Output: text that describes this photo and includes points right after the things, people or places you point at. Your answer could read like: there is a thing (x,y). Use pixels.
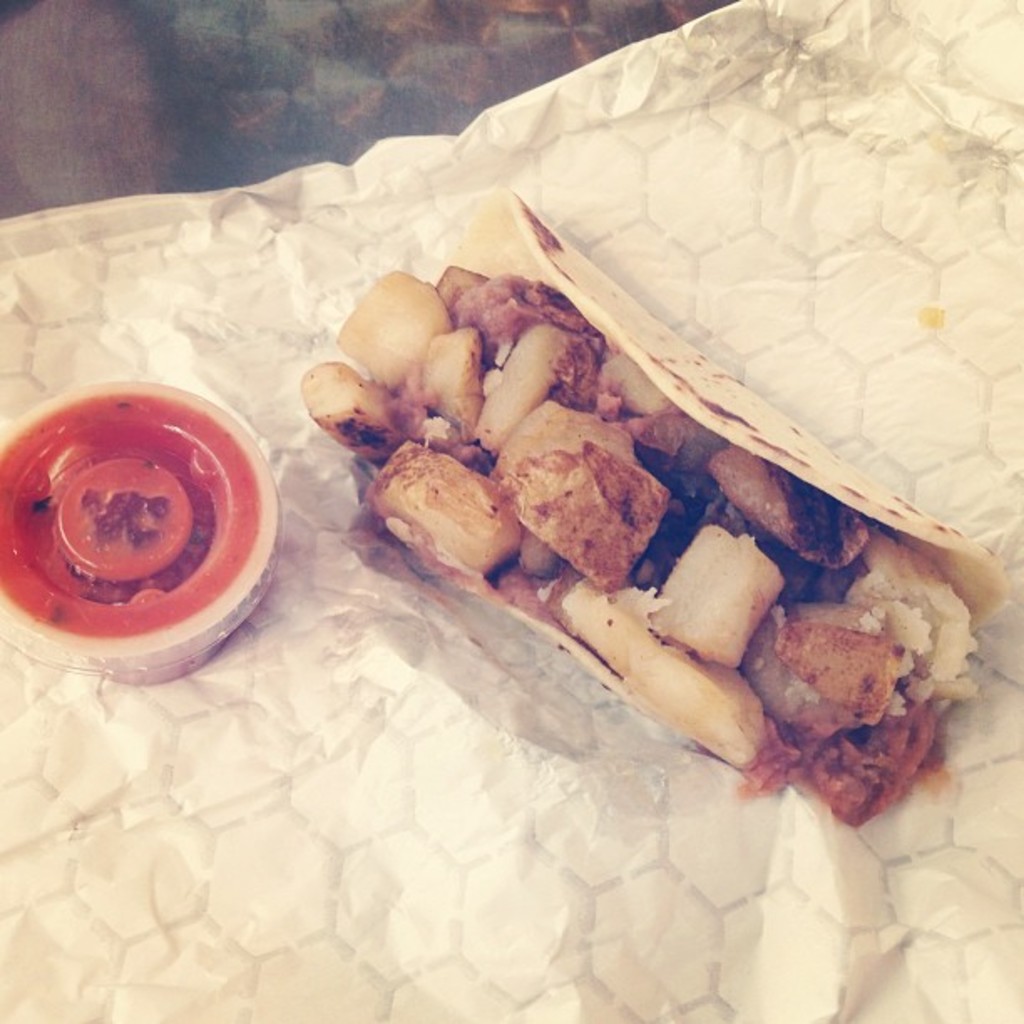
In the picture we can see a tissue (655,761) in it we can see a food item (810,702) and beside it we can see a small box (130,650) with clear cap (134,476).
